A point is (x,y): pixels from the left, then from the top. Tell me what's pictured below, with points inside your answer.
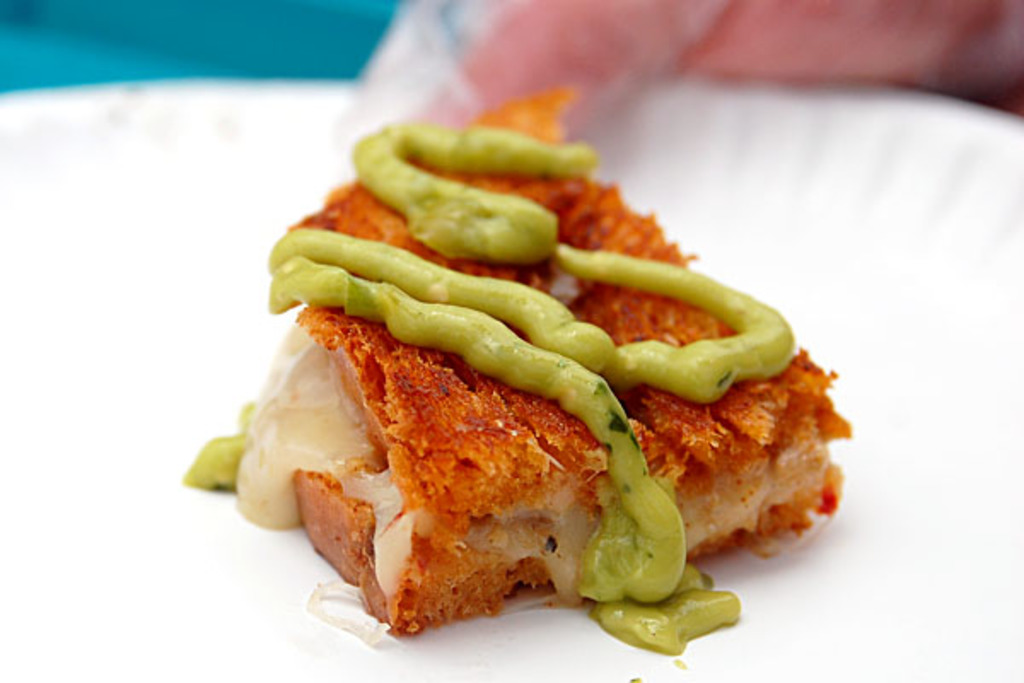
This is a zoomed picture. In the center (579,339) there is a white color plate (225,123) containing some food item (688,366). In the background (897,35) we can see a pink color object (536,26).
